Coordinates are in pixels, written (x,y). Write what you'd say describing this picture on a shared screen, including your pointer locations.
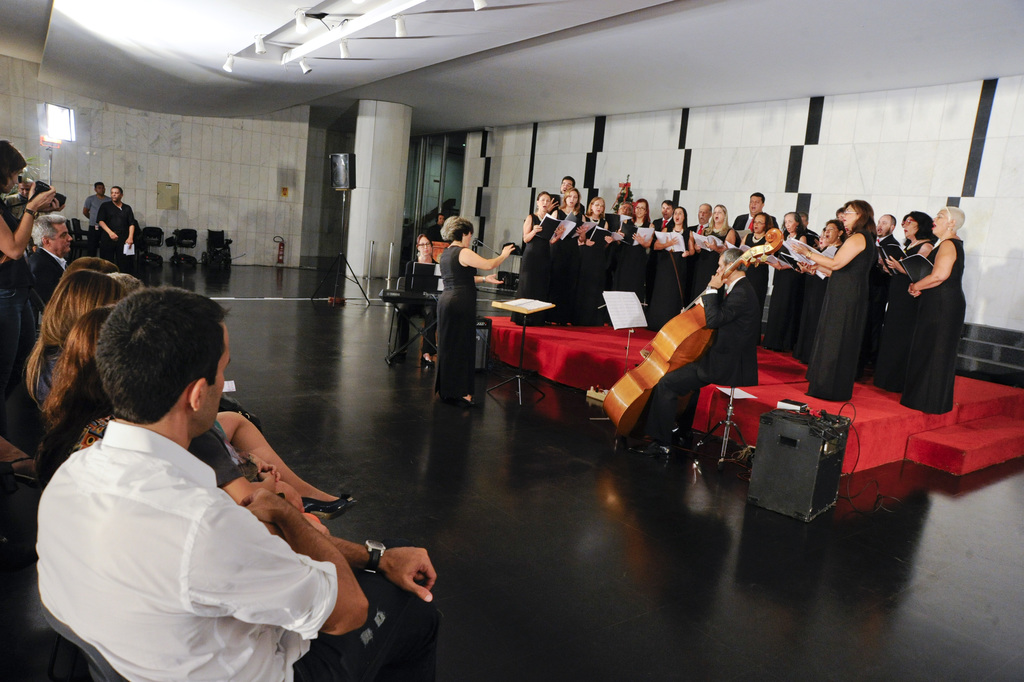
In the picture I can see a group of people (906,348) standing on the stage (599,335). They are wearing a black color dress (843,267) and they are holding a book (793,257) in their hands (825,274). I can see a man (749,280) holding the double bass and he is sitting on a chair (728,435). I can see a few people (98,507) sitting on the chairs (62,624) on the left side (116,537). There is a woman (21,262) and she is holding a camera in her hands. I can see the speakers (349,179) on the floor (319,302).
